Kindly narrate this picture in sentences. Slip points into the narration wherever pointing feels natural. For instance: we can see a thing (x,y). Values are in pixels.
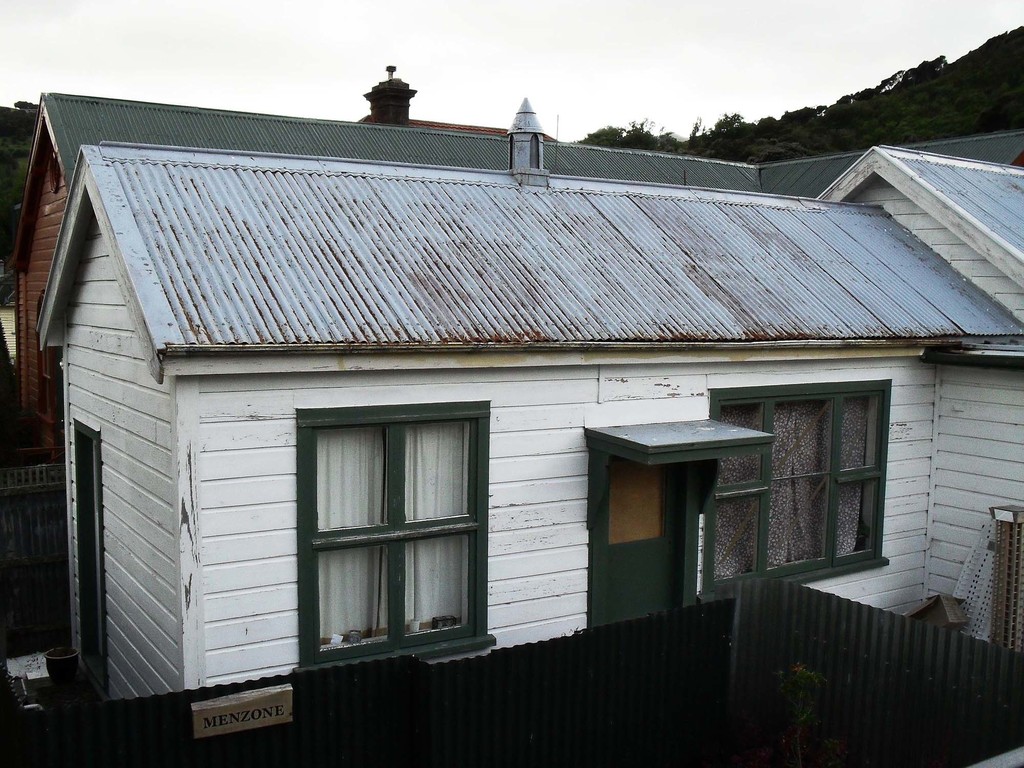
In this picture there is a building (697,330). In the foreground (617,646) there is a metal fence (473,726) and there is a board (203,728) on the fence (344,693) and there is text (233,726) on the board (219,723). There are curtains (445,594) behind the windows (368,573). On the left side of the image (65,674) there is a pot (51,669). In the foreground (783,756) there is a plant (809,730). Behind the building (556,181) there are trees (789,148). At the top (410,37) there is sky (425,35). On the right side of the image (977,607) there is a cardboard box (933,617) and there are objects (1000,635).
